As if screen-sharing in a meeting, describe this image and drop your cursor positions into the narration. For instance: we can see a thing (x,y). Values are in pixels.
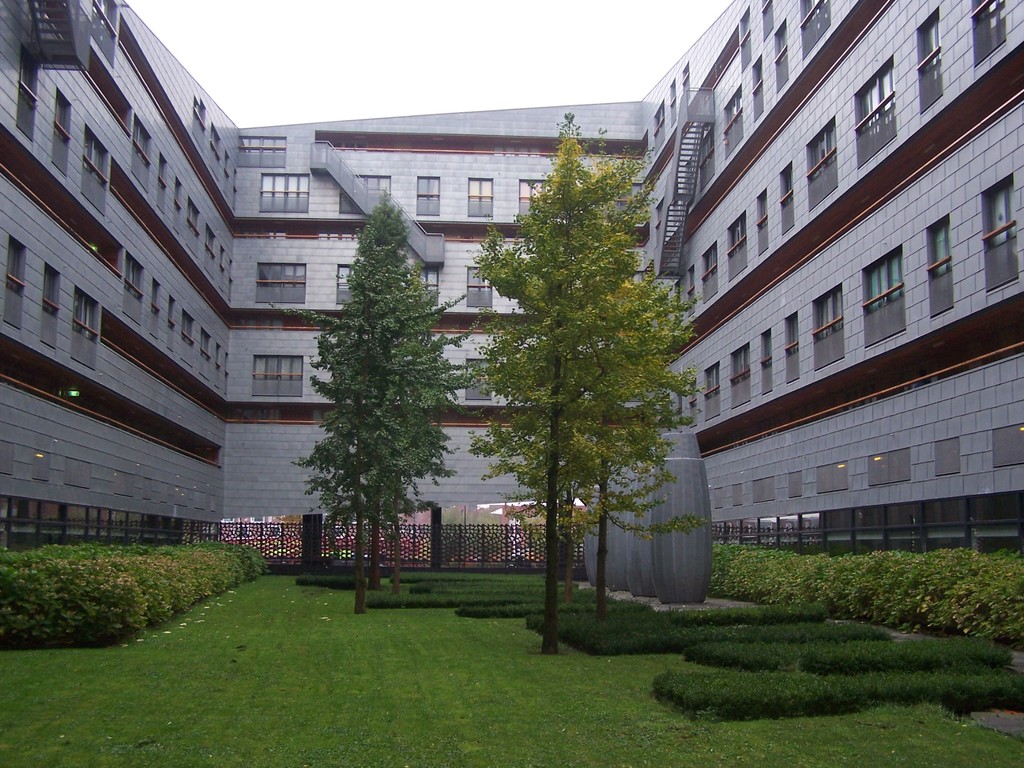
In this image I can see the plants (208,581), many trees (407,453), grass (280,589) and the railing (279,535). In the background (269,513) I can see the building (307,271) with windows (479,282) and the sky (279,36).
